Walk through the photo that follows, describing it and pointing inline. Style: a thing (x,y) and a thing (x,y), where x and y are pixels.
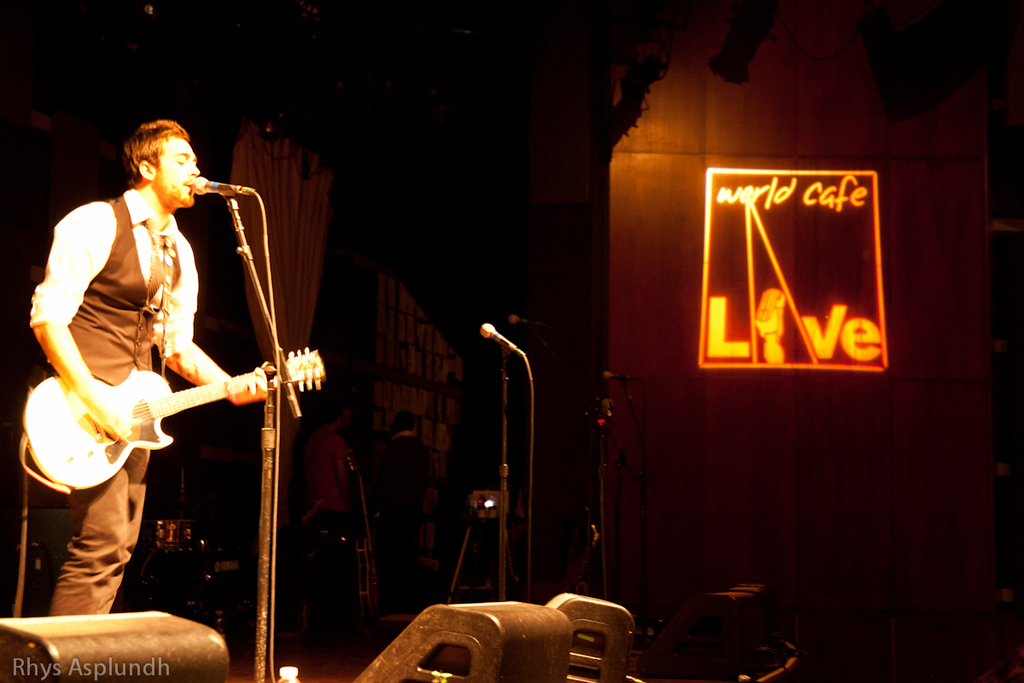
In this picture there is a man (137,363) standing and playing a guitar (55,401) and we can see microphones (196,186) with stands (270,369), musical instrument (207,593), board (834,332) on the wall (628,343) and objects (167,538). In the background of the image (294,296) we can see people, curtain (309,295) and objects (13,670).
